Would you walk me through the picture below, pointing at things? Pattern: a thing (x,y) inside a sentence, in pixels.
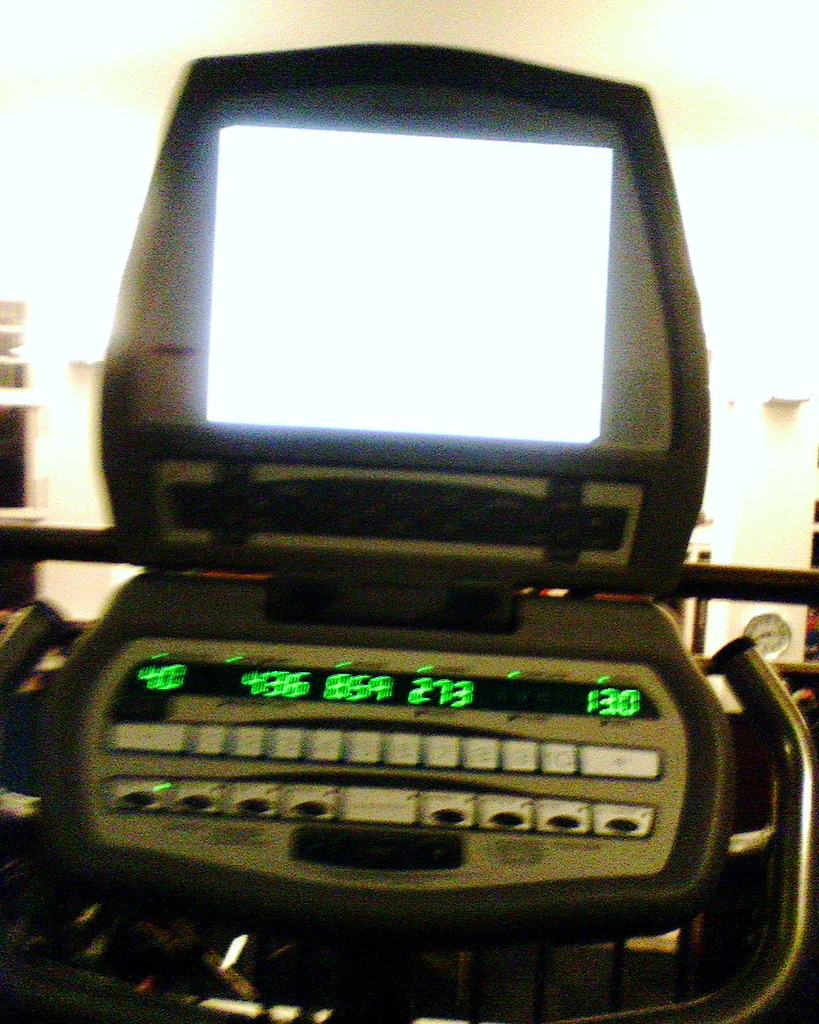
In this picture I can see the electronic device (364,610).
